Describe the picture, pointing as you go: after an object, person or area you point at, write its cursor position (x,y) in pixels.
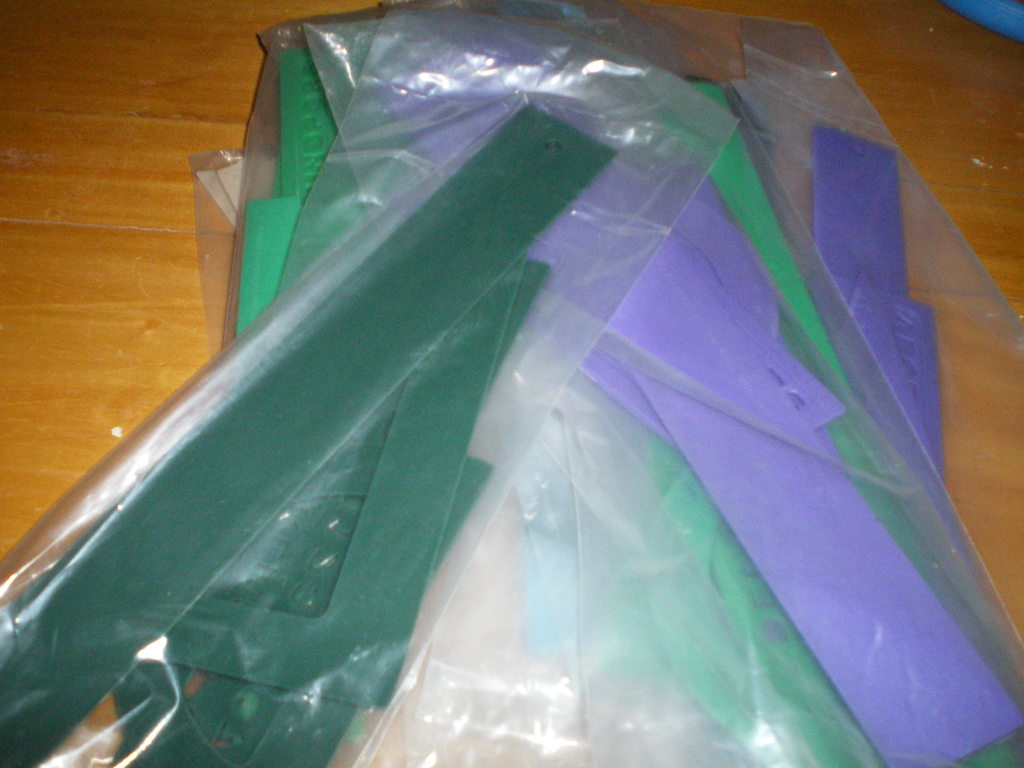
In this image we can see some plastic objects (638,394) which are in the shape of scales (629,359) are in covers (467,571) which are on the table (130,115).
